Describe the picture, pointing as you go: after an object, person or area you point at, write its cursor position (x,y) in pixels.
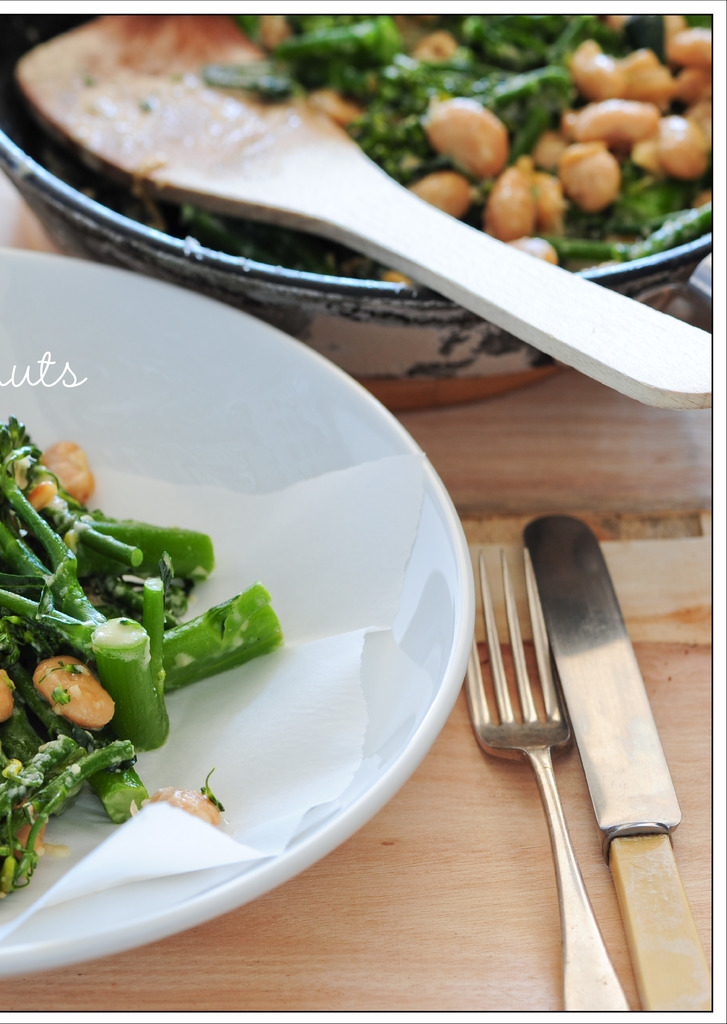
In this image I can see the plate (414,570) with food (213,556) and the bowl (382,288) with food (404,76). The plate (4,329) is in white color and the food (120,541) is in green and brown color. To the side of the plate (403,610) I can see the knife (565,610) and fork (517,673). These are on the brown color table (411,875).
